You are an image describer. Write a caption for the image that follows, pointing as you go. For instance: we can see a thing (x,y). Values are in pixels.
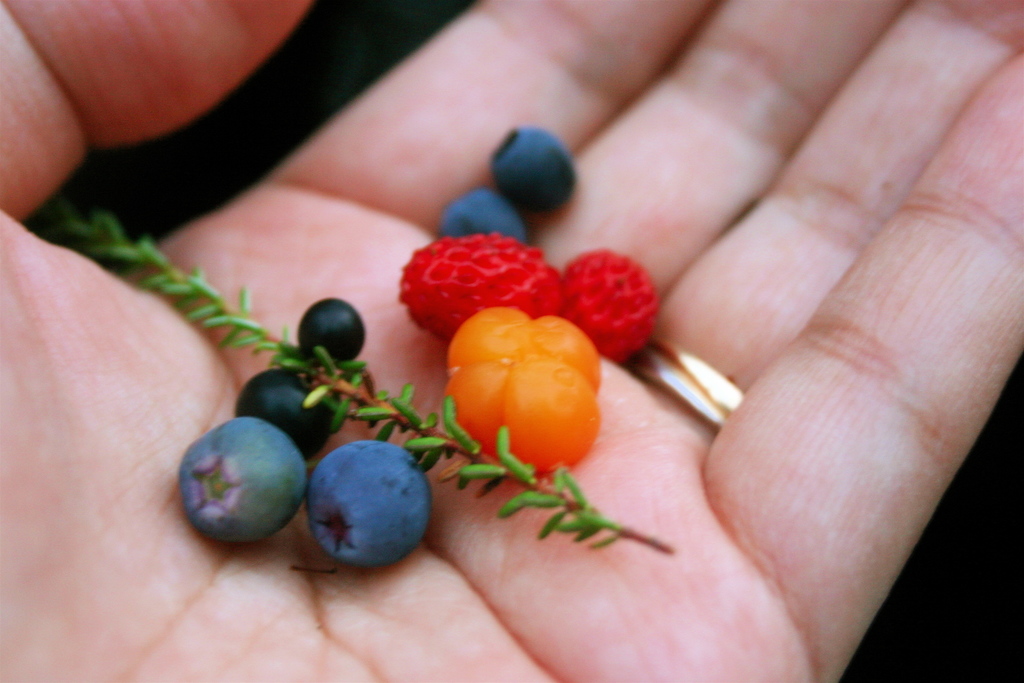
In the picture we can see a person's hand palm (755,658) on it, we can see some small fruits (509,236) which are black, red, and orange in color.
